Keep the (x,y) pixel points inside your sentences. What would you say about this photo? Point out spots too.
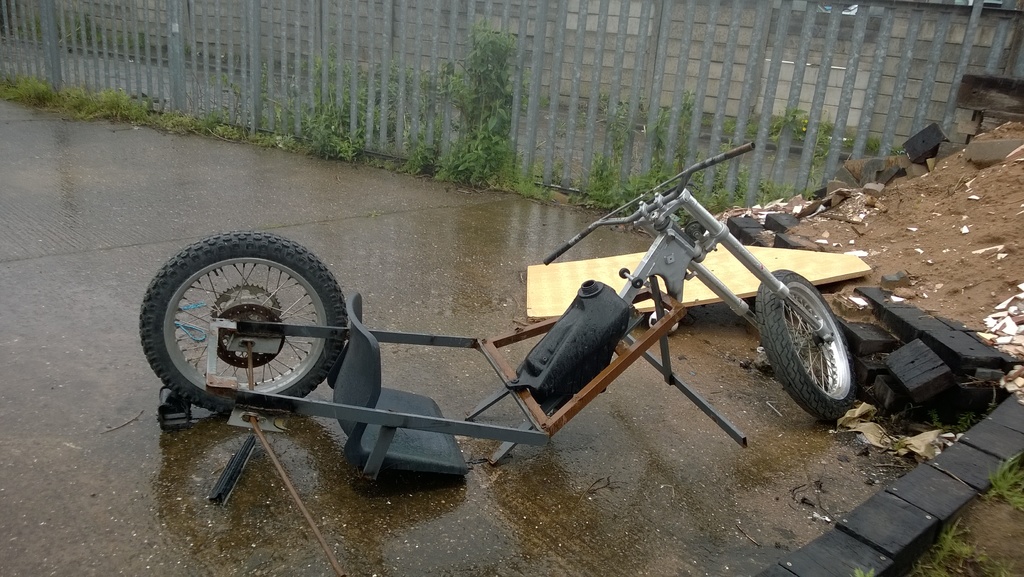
In this image I can see two wheels (779,318), a seat (405,432), handle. At the back (766,143) I can see railing (620,55) and small plants (608,165) in green color.
